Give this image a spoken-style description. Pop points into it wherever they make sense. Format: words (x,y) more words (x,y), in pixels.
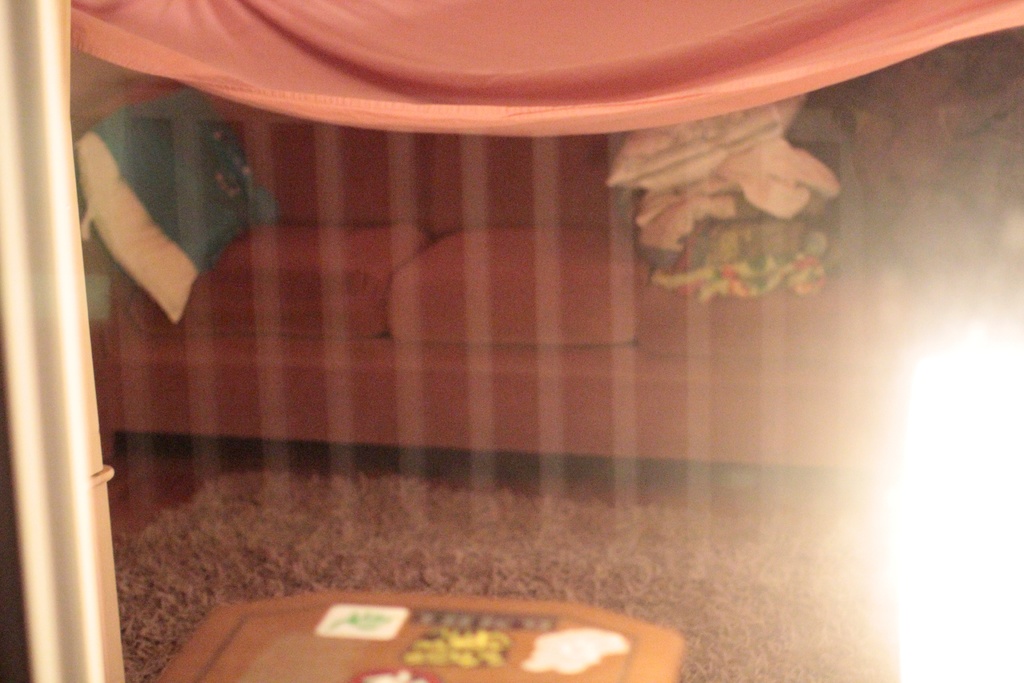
In this image there is a sofa (429,370) on a floor (519,472) and there is a mat (726,614), at the top (515,24) there are cloths (338,44).
